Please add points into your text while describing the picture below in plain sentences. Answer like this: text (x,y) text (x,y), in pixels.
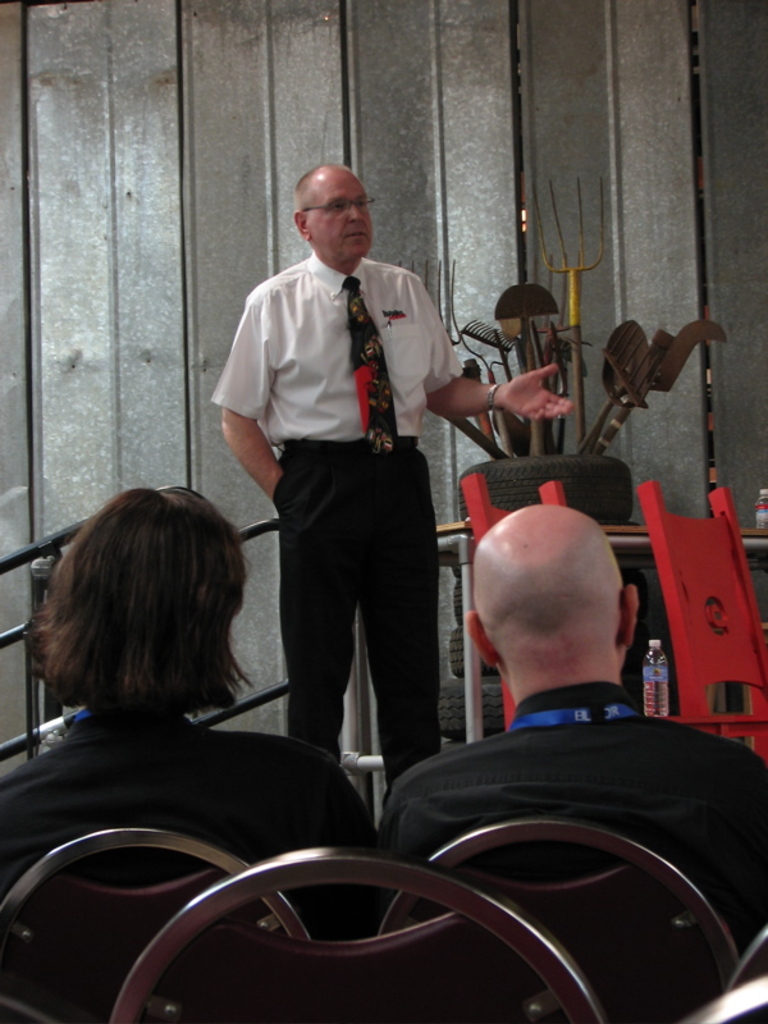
In the image we can see a person (343,416) standing, wearing clothes (399,438), tie (369,406) and spectacles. There is a water bottle (649,666) and many other things (575,396). We can see there are even two people (465,746), wearing clothes (450,774), they are sitting on the chair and there are many chairs (519,973).
